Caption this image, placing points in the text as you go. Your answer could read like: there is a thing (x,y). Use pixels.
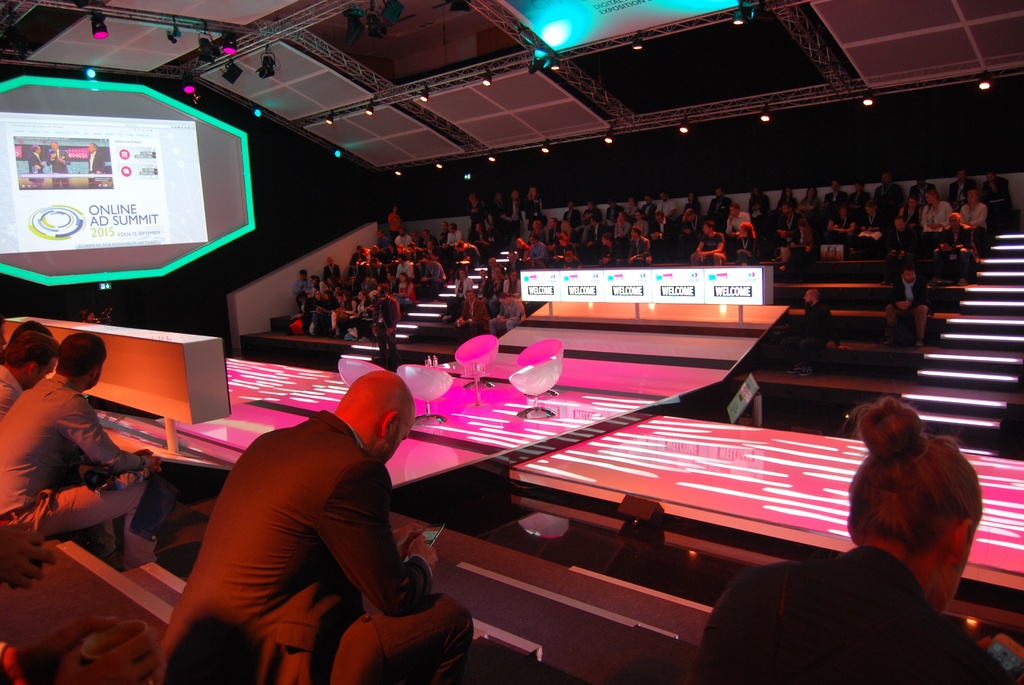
In the picture we can see some people (375,549) are sitting on the steps (455,547) and before to them, we can see some people (97,348) are sitting near the stage (769,498) and on the stage (595,458), we can see a pink color light (570,374) with some white lines (629,470) on it and to the ceiling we can see some screen (17,177) and a light (743,19).
